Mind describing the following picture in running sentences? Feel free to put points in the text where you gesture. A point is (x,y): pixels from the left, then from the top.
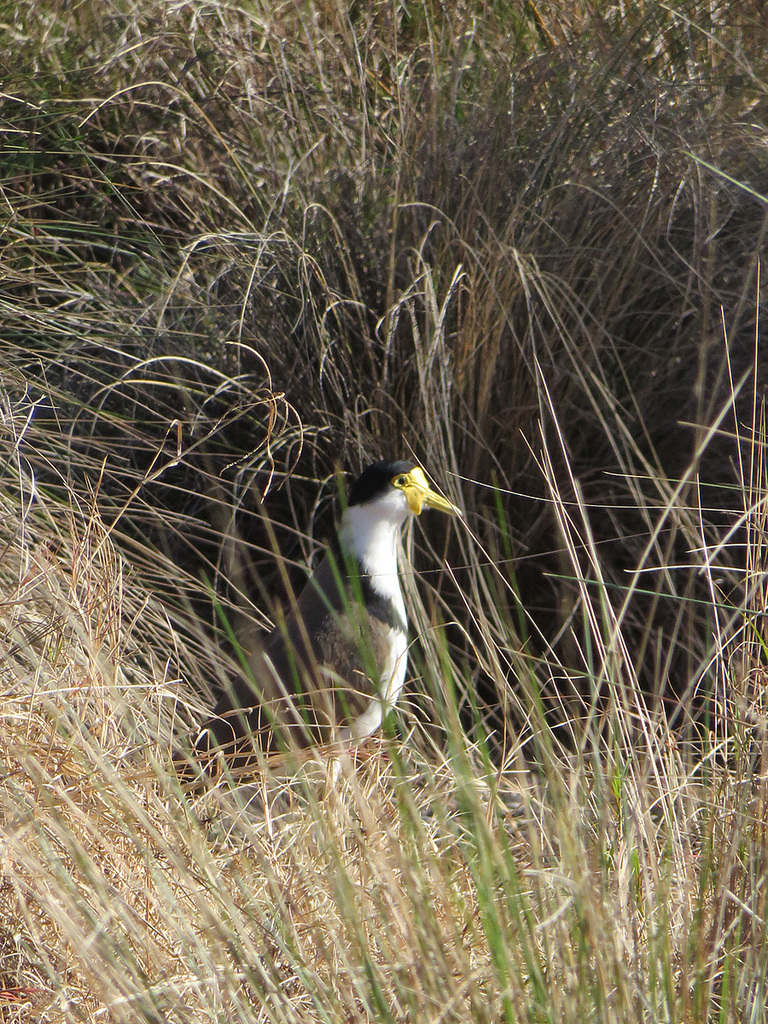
In this image, we can see a grass (329,843). In the middle of the image (364,580), we can see a bird (319,655).
